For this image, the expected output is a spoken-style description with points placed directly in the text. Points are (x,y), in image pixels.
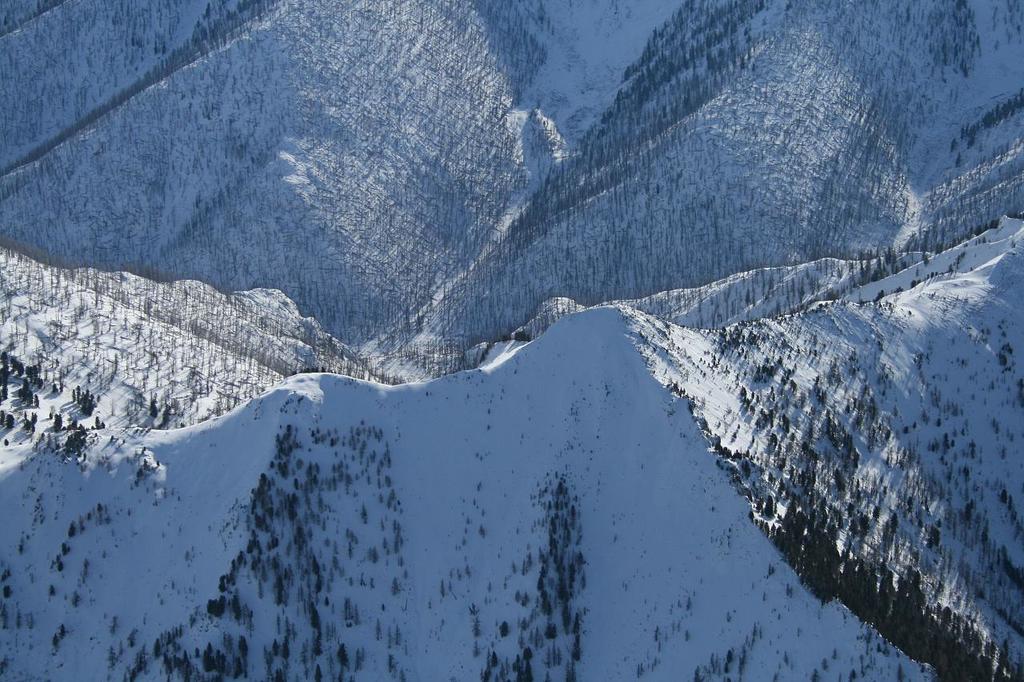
At the bottom of this image (493,528), there are mountains (617,339) having trees (82,399). In the background (890,88), there are other snow mountains (706,50).
